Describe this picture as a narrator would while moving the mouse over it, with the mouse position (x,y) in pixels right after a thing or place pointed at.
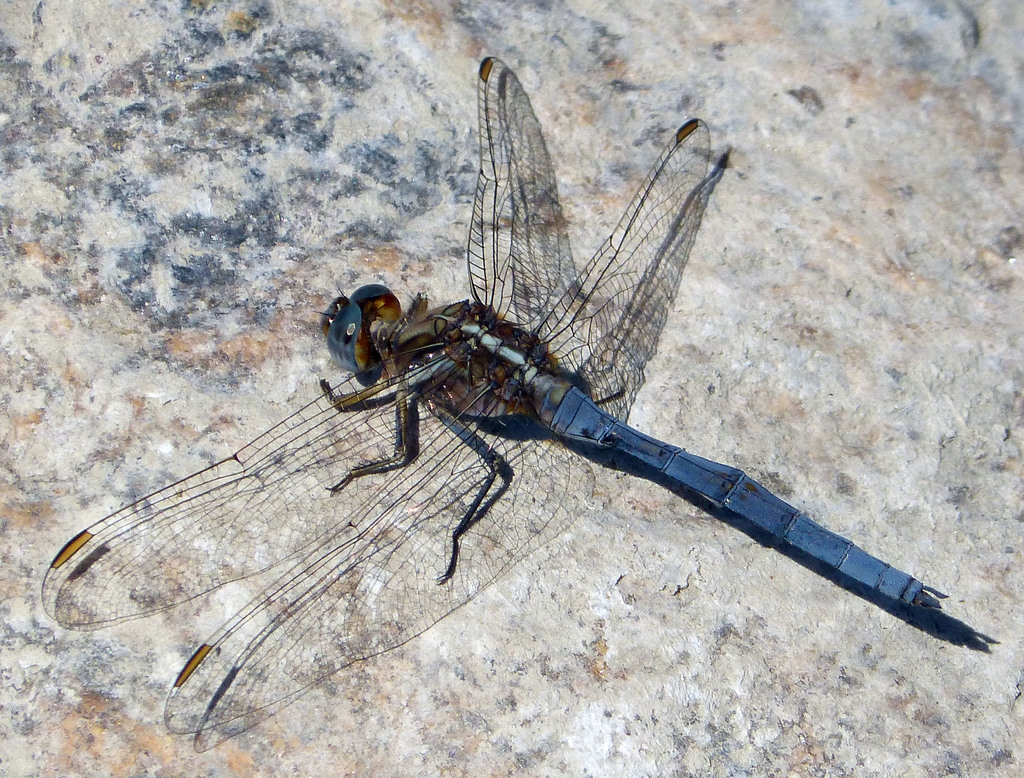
In this image I can see an insect (557,532). The background (575,578) is looking like a stone (836,756).
